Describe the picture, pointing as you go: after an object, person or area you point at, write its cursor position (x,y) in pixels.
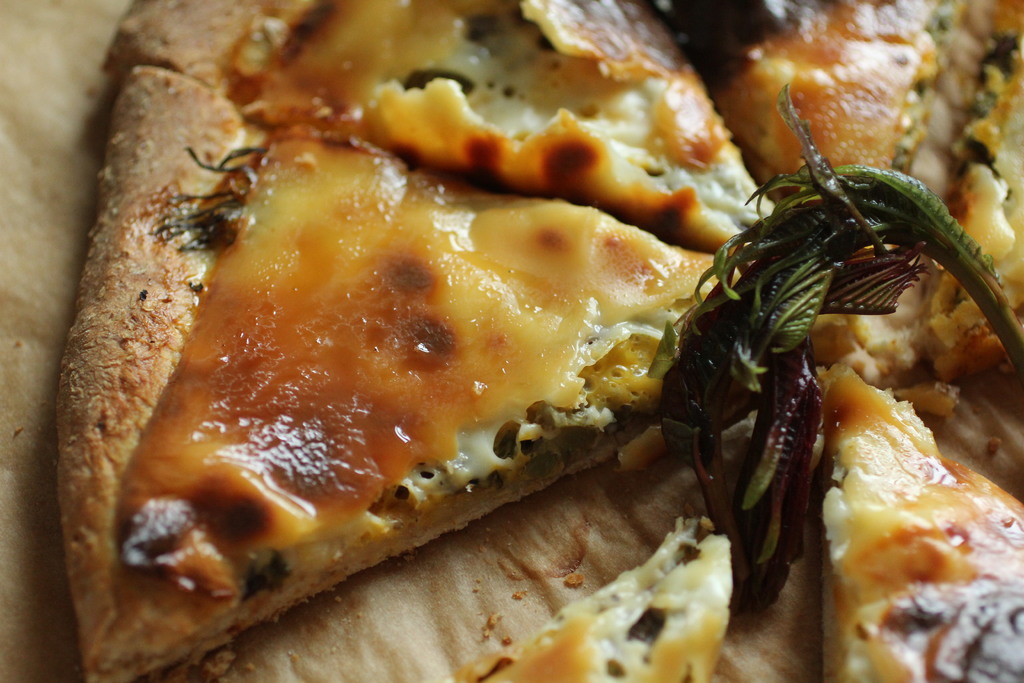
In the center of the image (666,255) there is food item (606,326).
